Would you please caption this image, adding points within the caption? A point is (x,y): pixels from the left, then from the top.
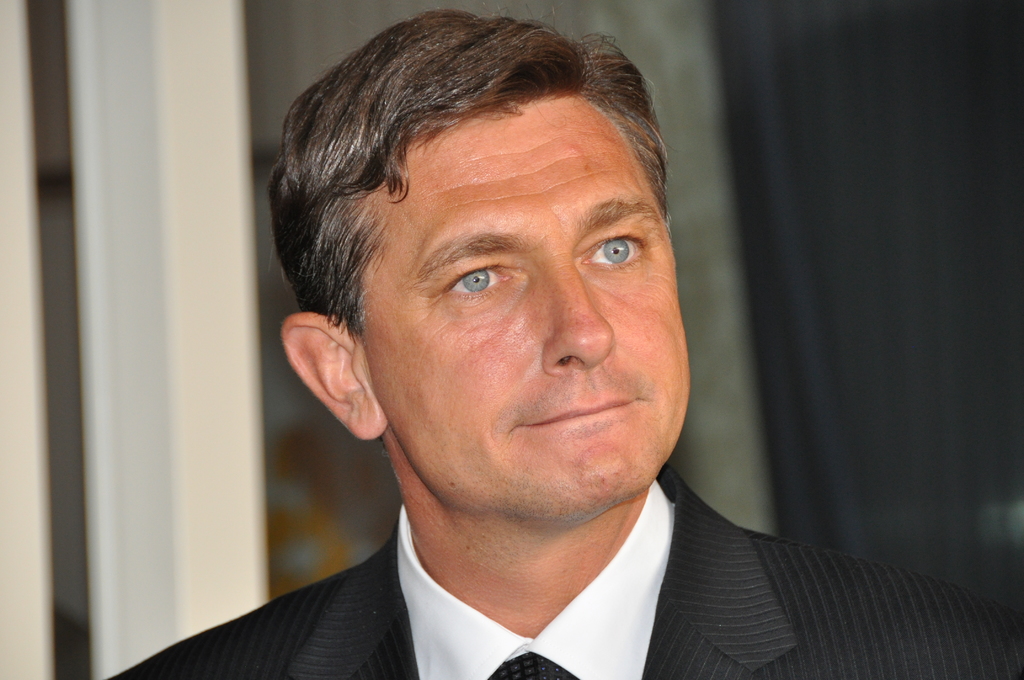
In this image, I can see the man (661,656) wore a shirt (577,621) and suit (833,619). The background (844,518) looks blurry.
